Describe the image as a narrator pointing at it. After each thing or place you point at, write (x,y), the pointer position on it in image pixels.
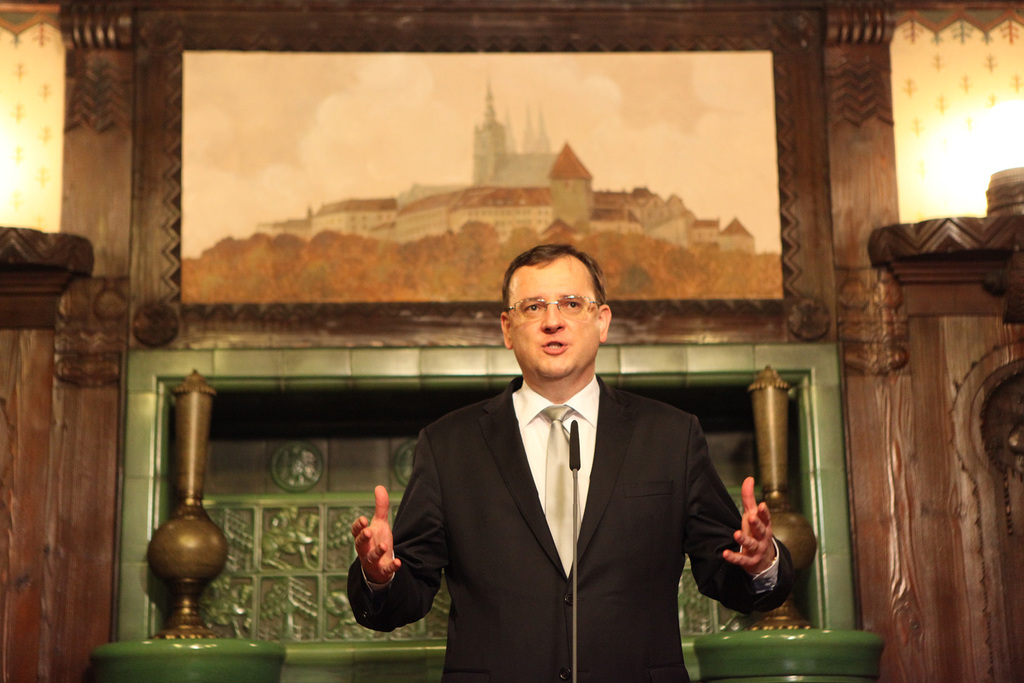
In this image I can see the person (528,408) standing and wearing the white and black color dress (486,517). He is also wearing the specs (511,308). In-front of the person (562,517) I can see the mic (577,493). In the back (333,243) there is a frame (393,294) attached to the wall (127,238). In the frame (178,239) I can see the building (394,199) and the sky (333,156). I can also see few decorative vases (195,518) which are in brown color.
